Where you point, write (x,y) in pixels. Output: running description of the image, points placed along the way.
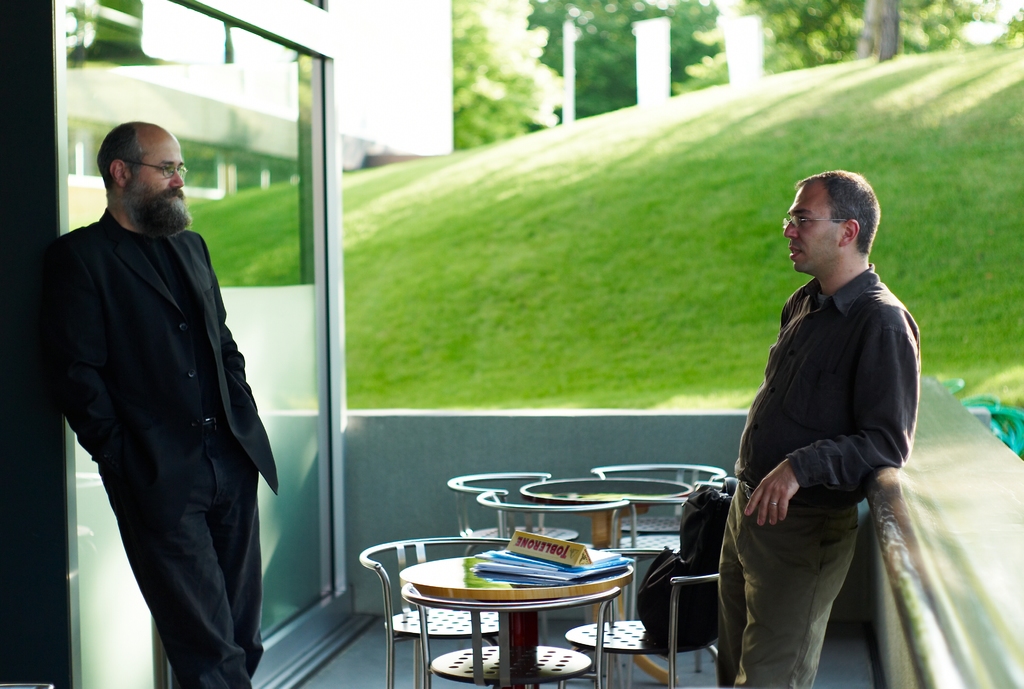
2 people (163,576) are standing talking to each other. in the center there is a table (418,582) and chairs (446,610), on which there is a chocolate (550,550). behind him there are grass (854,73) and trees (579,66).
